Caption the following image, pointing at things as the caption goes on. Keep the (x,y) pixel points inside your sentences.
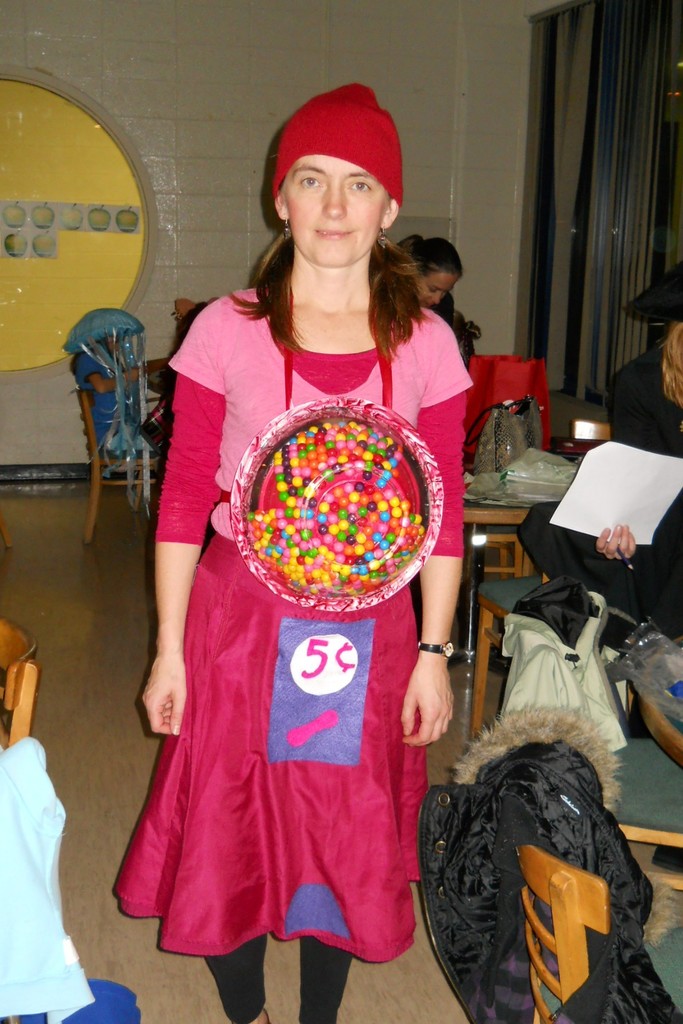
In this picture there is a women (289,817) wearing red color dress (399,839) with colorful cap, standing and giving pose to the camera. Behind we can see some chairs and girls (638,430), sitting and doing the work. In the background (199,57) we can see the grey wall (212,49) and blue color curtain (541,129).
